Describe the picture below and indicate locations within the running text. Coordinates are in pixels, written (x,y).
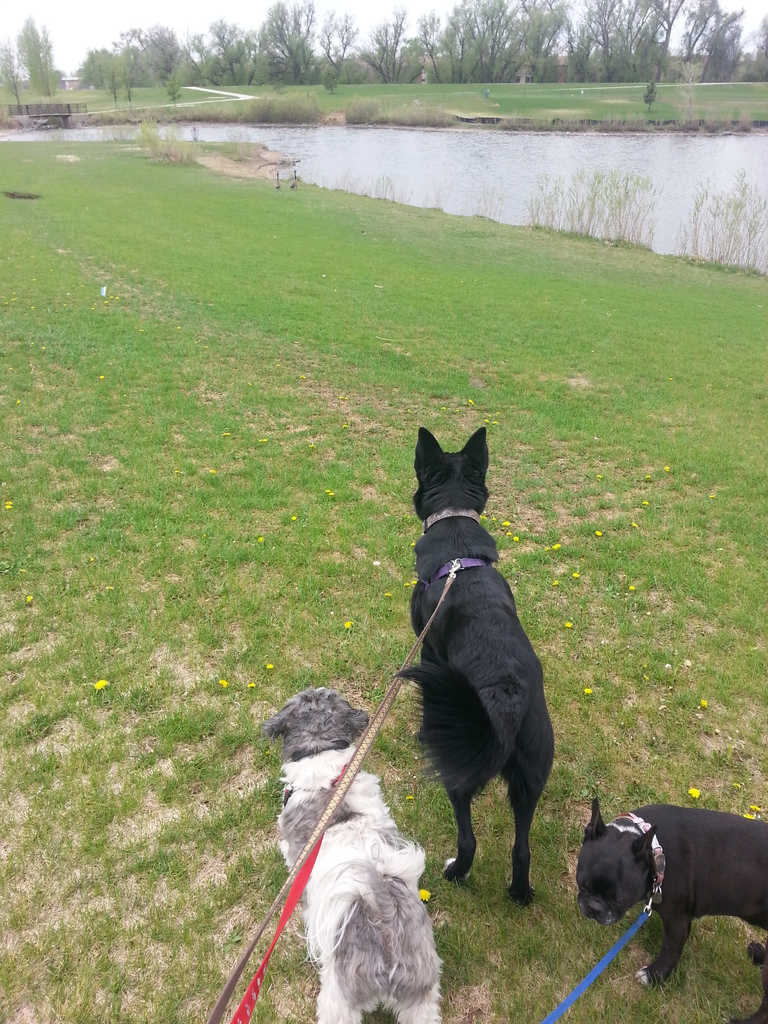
In this image there is grass (103,899) at the bottom (137,902). There is an animal (672,932) on the right corner (588,903). There are animals (342,927) in the foreground (420,746). There are trees (28,53), there is water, there is grass (506,233) in the background (435,100). And there is sky (319,49) at the top (256,14).
